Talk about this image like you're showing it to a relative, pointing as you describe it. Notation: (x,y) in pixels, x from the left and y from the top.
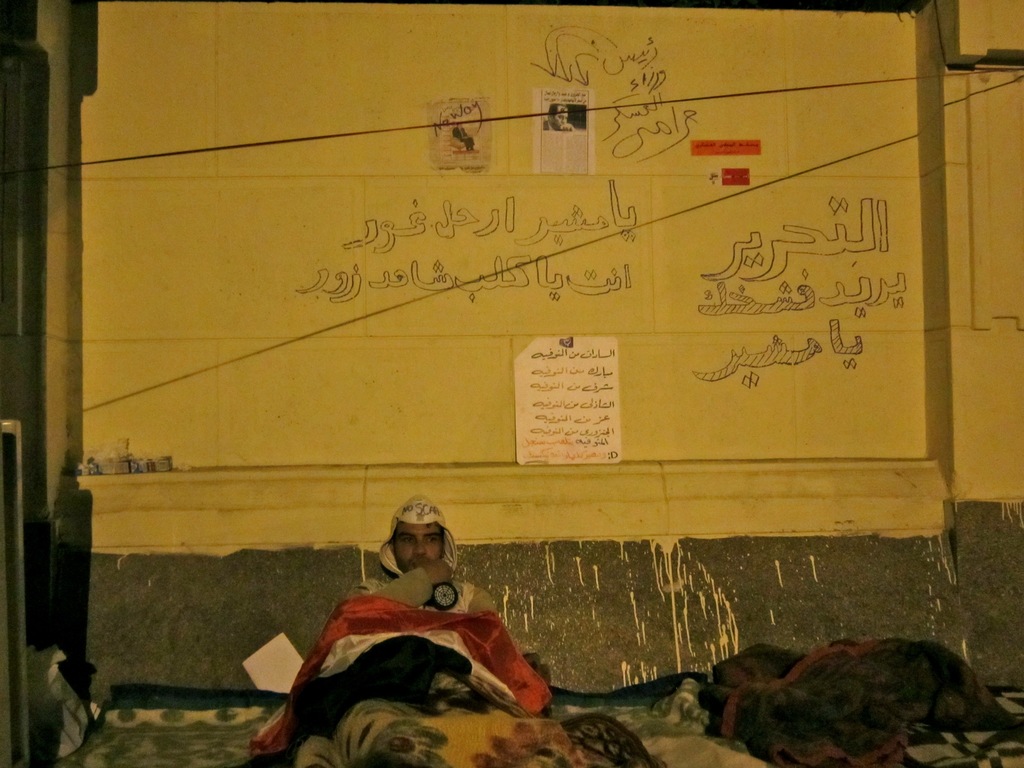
There is a man (440,615) sitting on the bed (557,705). Here we can see clothes (574,699). In the background (251,685) there is a wall (543,285) and posters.
